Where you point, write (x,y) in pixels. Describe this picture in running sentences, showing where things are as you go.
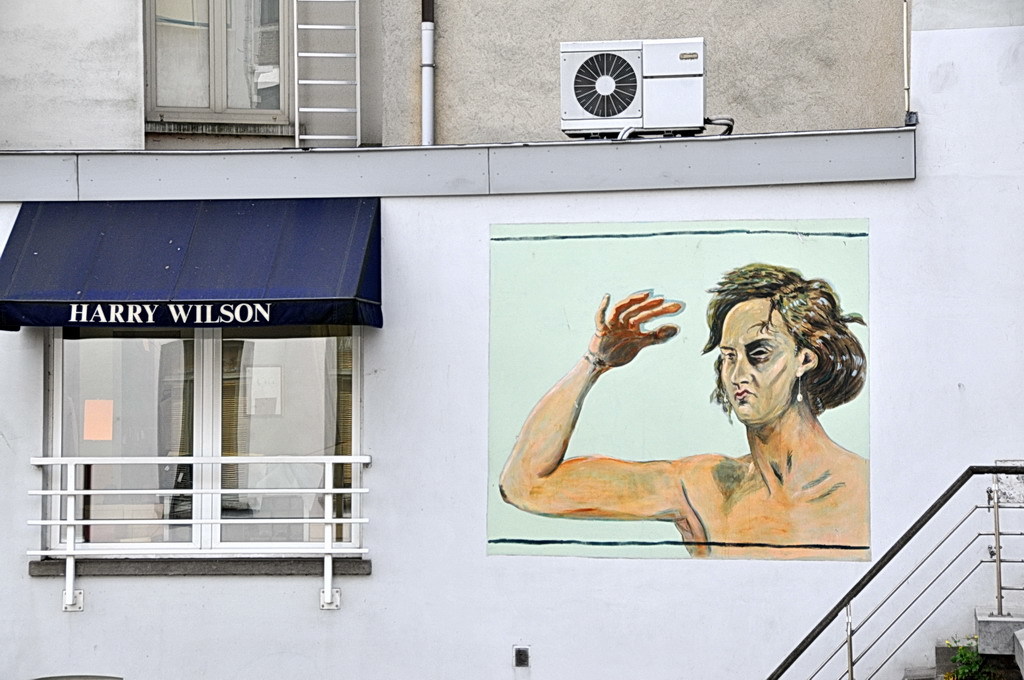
In the center of the image (391,408) there is a wall (35,473). There is a window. At the bottom of the image (978,467) there is a staircase (923,669) and staircase railing (869,571).
